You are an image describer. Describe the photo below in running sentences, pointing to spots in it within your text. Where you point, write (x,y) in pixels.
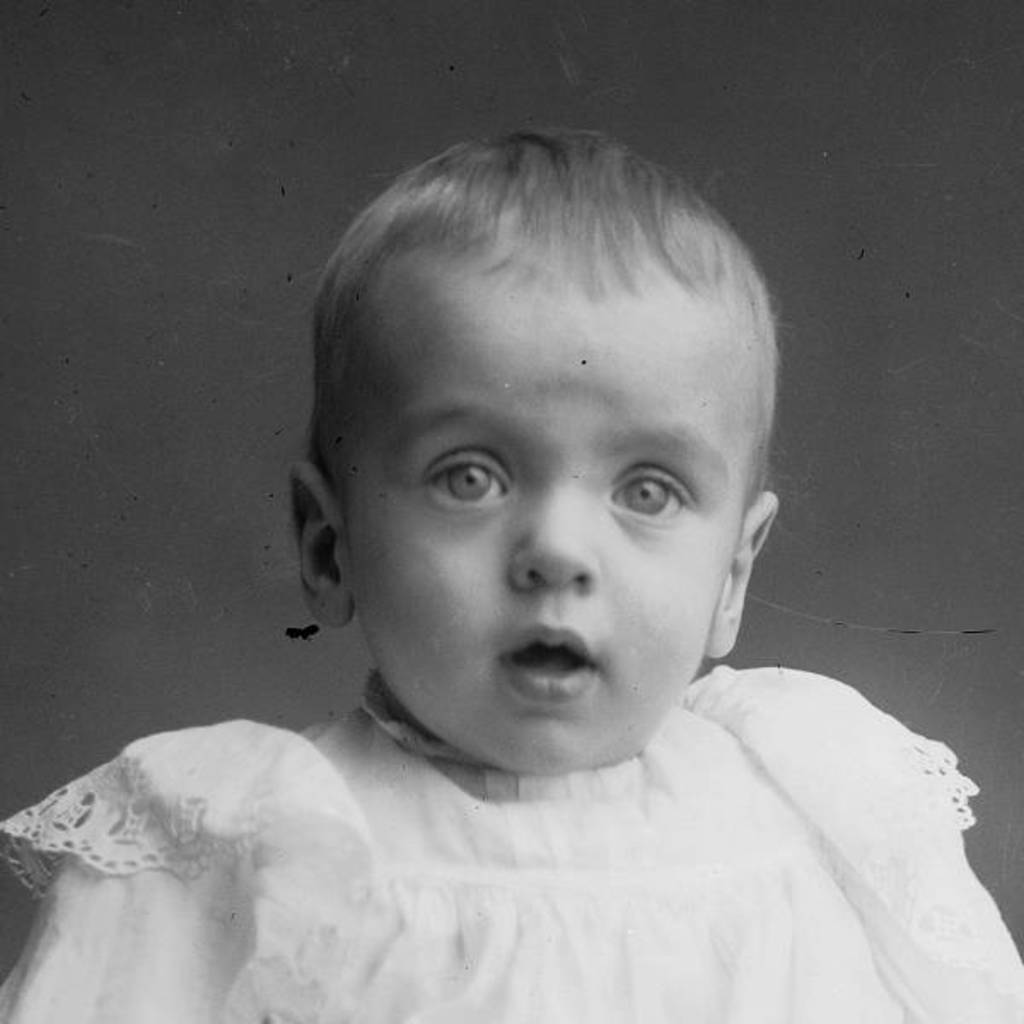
It is the black and white image in which we can see there is a kid (573,765) in the middle (430,612), who is wearing the white color dress (411,931).
